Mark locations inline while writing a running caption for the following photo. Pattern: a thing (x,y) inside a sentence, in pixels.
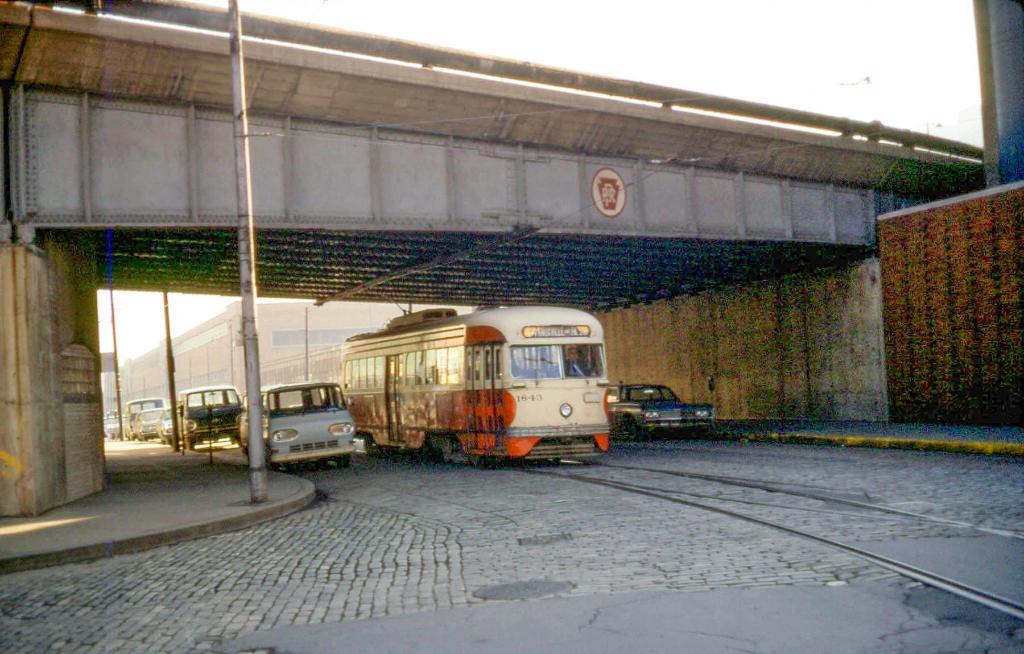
In this image there are vehicles (201,427) on the road (618,497), a train (602,406) on the railway track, there is a bridge (563,243), a building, and in the background (961,42) there is sky (841,64).
